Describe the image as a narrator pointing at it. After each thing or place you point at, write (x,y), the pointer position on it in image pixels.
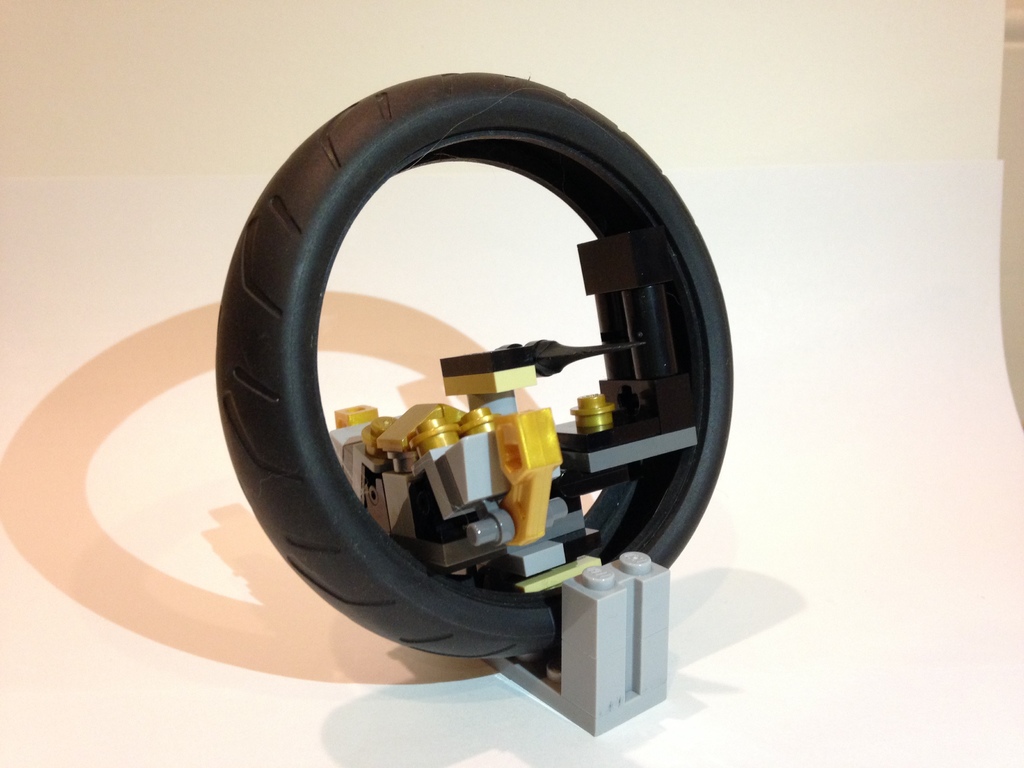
In this picture I can see a toy (527,508) which looks like a tire (520,613).
